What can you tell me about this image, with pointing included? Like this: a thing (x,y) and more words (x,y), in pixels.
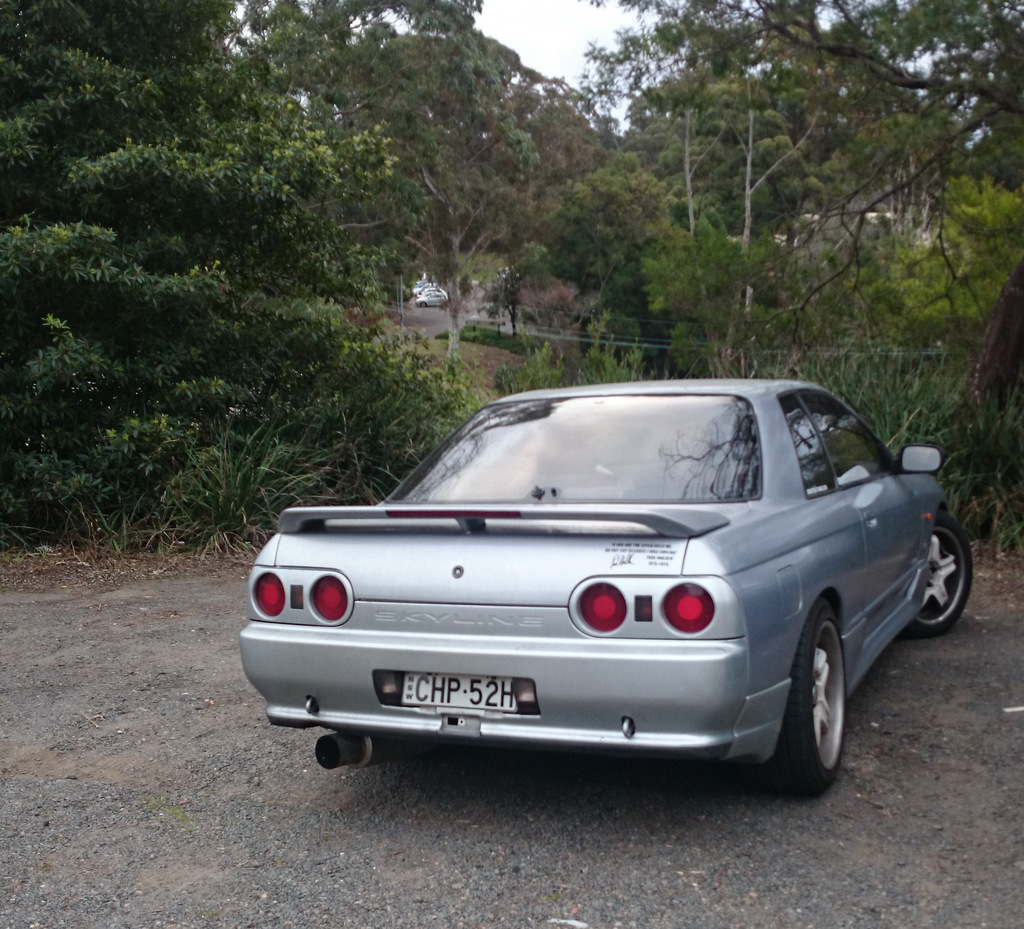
This picture is clicked outside. In the foreground (954,607) we can see a car (811,777) seems to be parked on the ground (158,782). In the center (357,392) we can see the plants (360,394), trees (773,205). In the background (569,39) we can see the sky (564,69) and the vehicles (431,300).
